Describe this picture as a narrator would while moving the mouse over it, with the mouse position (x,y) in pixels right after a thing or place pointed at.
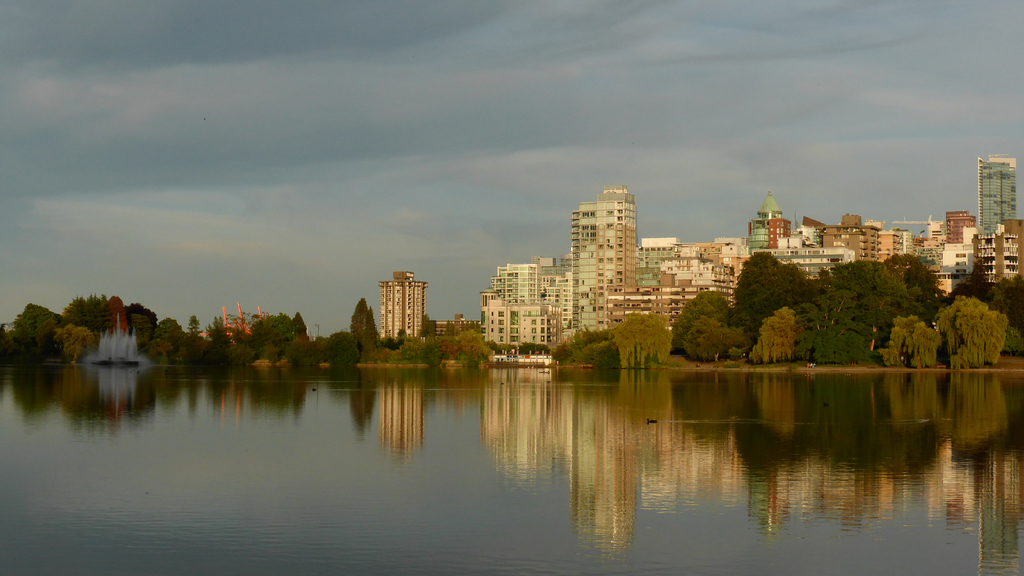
In the foreground of this image (475,507), there is water (268,514). In the background (854,345), there are trees (226,350), fountain (118,354), buildings (951,250), sky (398,140) and the cloud (353,140).
